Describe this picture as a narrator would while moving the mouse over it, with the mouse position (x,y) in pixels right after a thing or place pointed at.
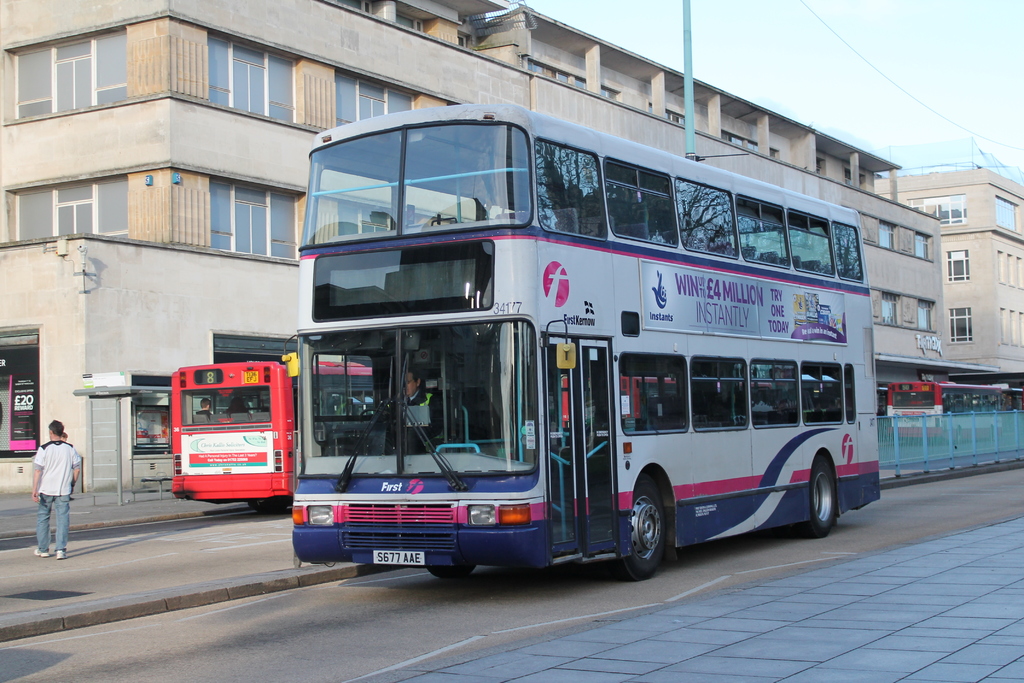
In the center of the image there is a bus (701,179) on the road (47,580). In the background of the image (169,332) there is a building (968,172). There is a person (42,548) walking to the left side of the image (61,550).
